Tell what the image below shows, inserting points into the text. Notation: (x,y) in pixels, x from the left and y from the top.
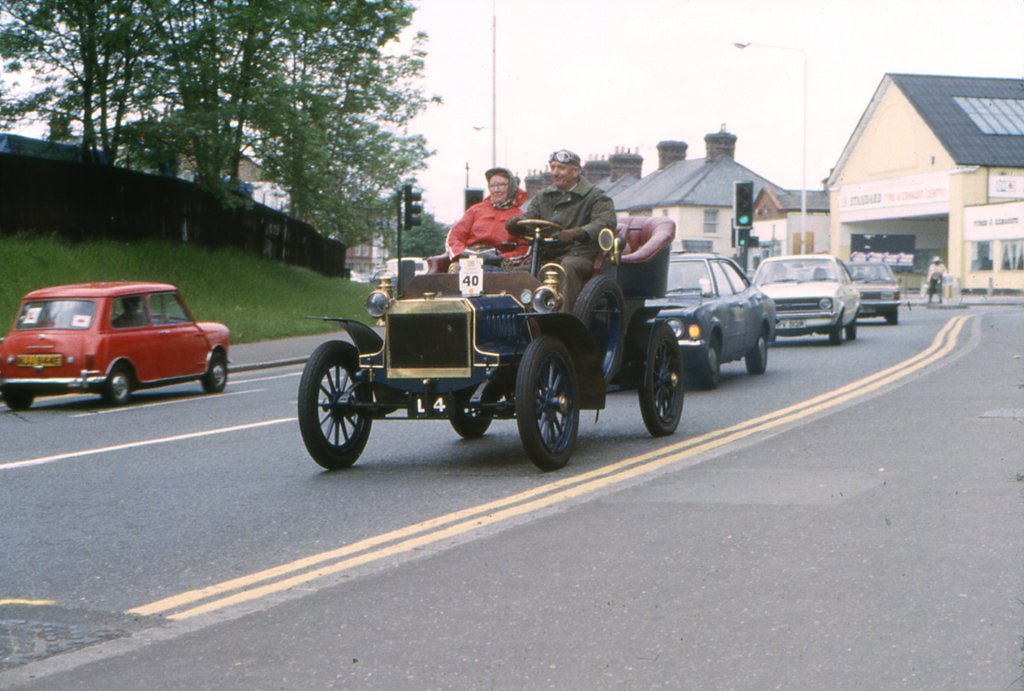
This picture is clicked outside. In the center (683,388) we can see the group of vehicles (706,325) and we can see the group of persons (586,238). In the background (541,145) we can see the sky (652,45), houses (999,142), poles (805,216), lights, traffic light (417,201), trees (363,228) and the green grass (222,251) and some other objects (279,254).
